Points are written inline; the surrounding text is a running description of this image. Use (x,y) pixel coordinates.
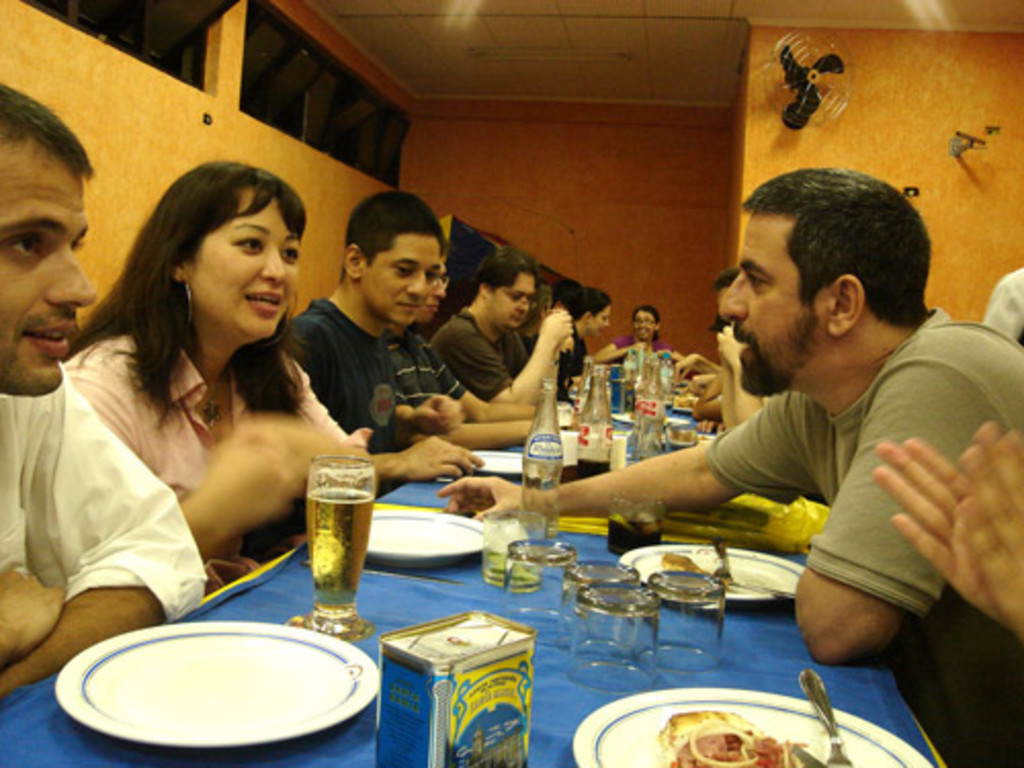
There are few people (562,348) here at the dining table (737,539) sitting on the chair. On the table (368,583) we can see food items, spoon (821,723), glasses (352,528), cool drink (359,542). In the background (804,100) we can see a table fan (821,80) on the wall (836,87), window (324,108).
